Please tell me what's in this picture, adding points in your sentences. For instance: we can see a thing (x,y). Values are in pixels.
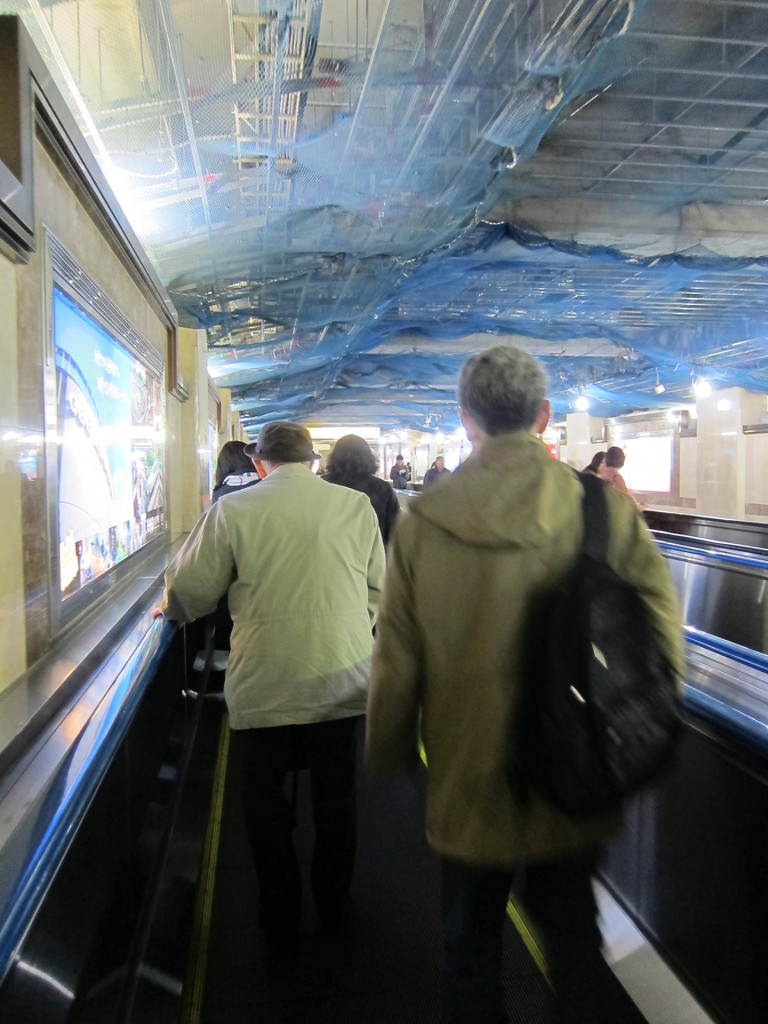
In this image we can see people (258,621) standing on the escalator (262,1003). At the top of the image (325,18) there is ceiling (392,21) with rods (409,66) and net (415,237). To the left side of the image (116,374) there is wall (31,622). To the right side of the image (638,435) there is wall (710,428). There are lights (703,386).
